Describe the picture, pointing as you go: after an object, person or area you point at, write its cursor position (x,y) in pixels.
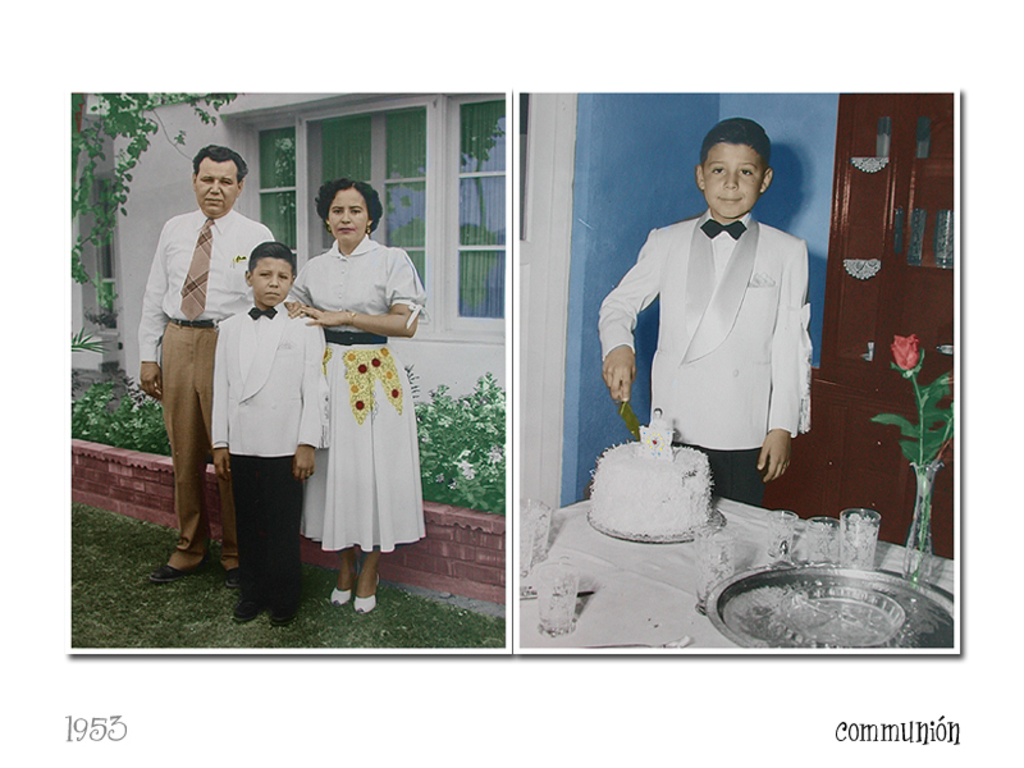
This is a collage image. In the first image there are three people (302,399) standing on the grass (260,631), behind them there are a few plants (481,455) and a building (323,171). In the second image there is a boy (720,308) standing and holding a knife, in front of him there is a table (674,585), on which there is a cake (700,497), glass (822,531), plate (803,604), flower vase (914,535) and in the background (796,190) there is a wall (784,194) and a cupboard (861,307).
